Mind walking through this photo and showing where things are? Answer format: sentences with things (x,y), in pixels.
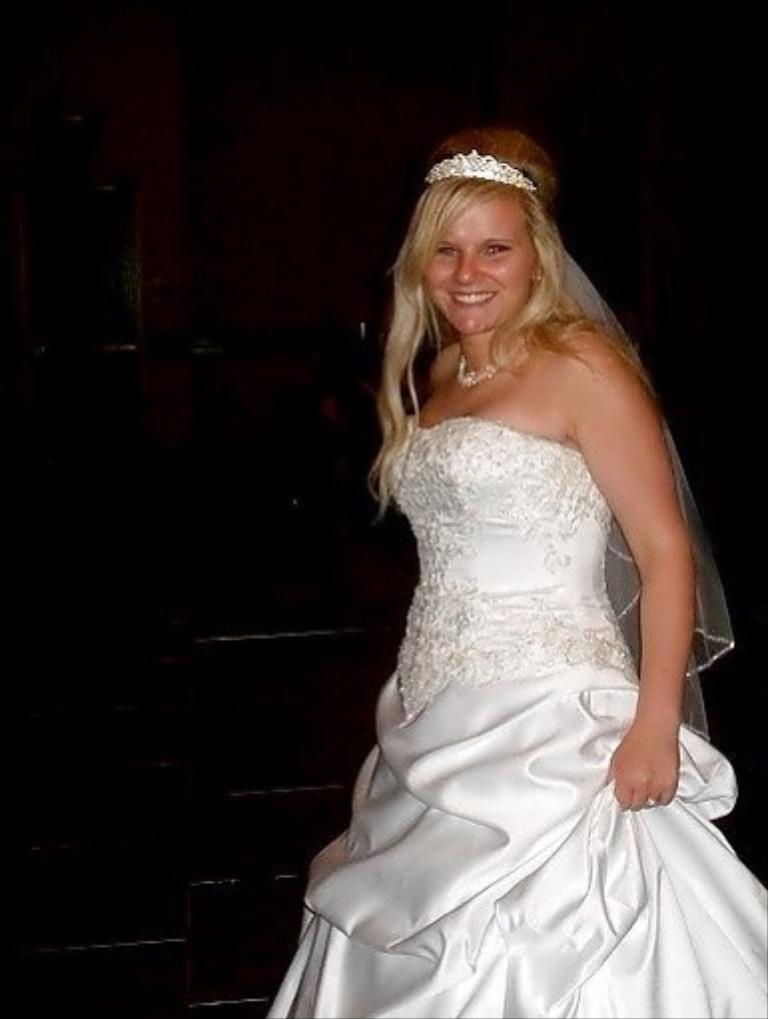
This woman (493,436) wore white frock (432,887), crown (519,183) and smiling. Background (158,611) it is dark.
